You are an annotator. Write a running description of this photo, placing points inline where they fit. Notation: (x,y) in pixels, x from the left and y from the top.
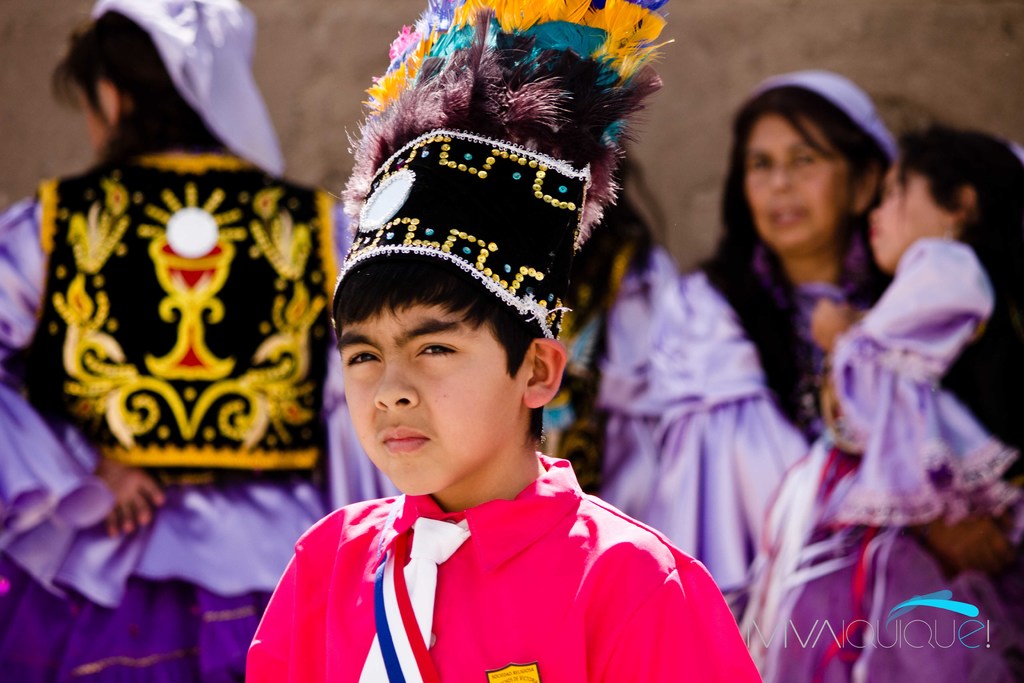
Here people (597,439) are standing wearing clothes (643,450), this is wall (680,81).
